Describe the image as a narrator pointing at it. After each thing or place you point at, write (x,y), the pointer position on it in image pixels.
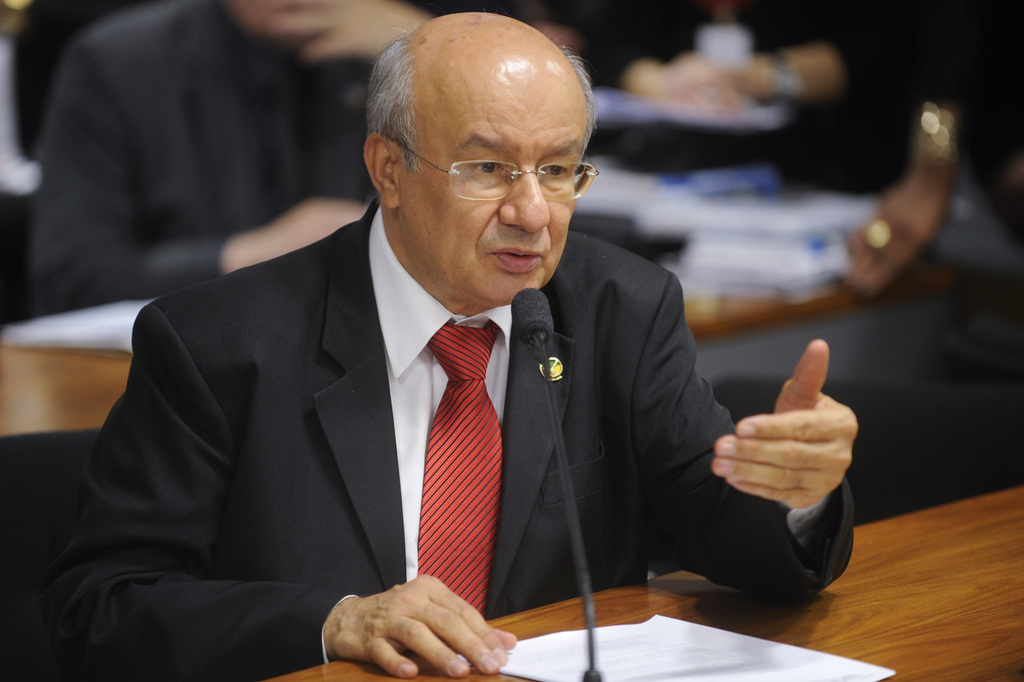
In this image I can see a person (388,515) sitting, wearing a suit (527,400). There is a microphone (539,310) and a paper (811,662) on a table (770,640), in the front (991,632). The background (758,161) is blurred.
